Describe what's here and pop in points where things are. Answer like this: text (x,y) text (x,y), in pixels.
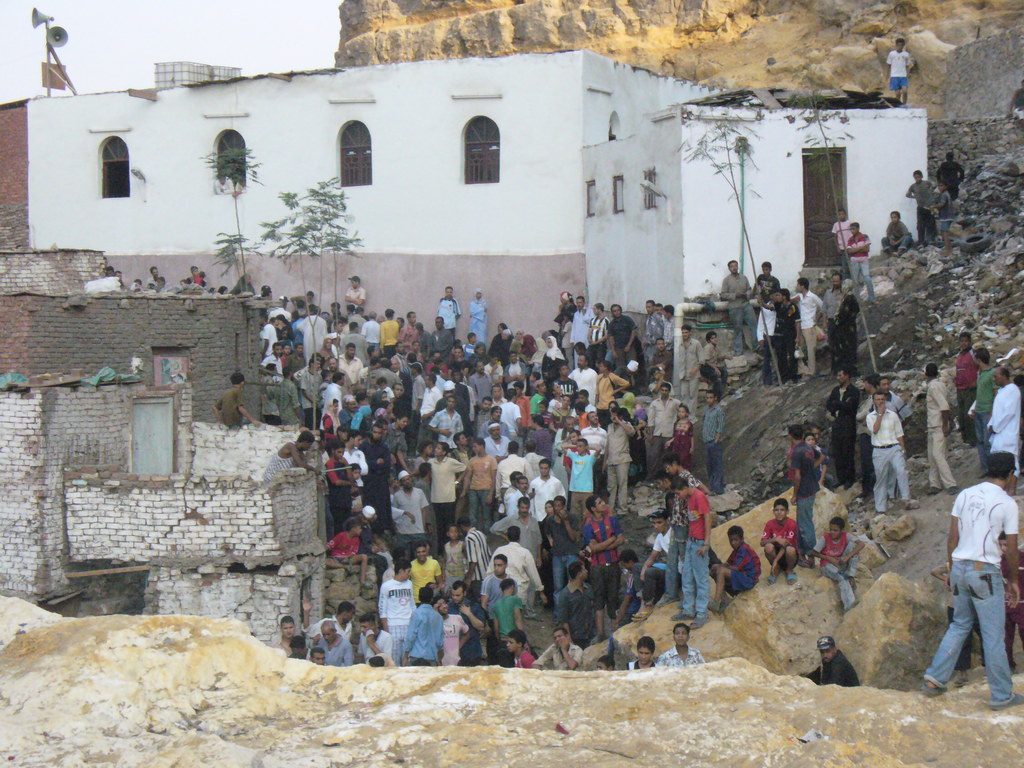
In this image we can see many people (653,424), some of them are sitting on the rocks (822,489), there are trees (325,182), houses (352,167), windows (368,158), there are lights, speakers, also we can see the sky (214,29).
